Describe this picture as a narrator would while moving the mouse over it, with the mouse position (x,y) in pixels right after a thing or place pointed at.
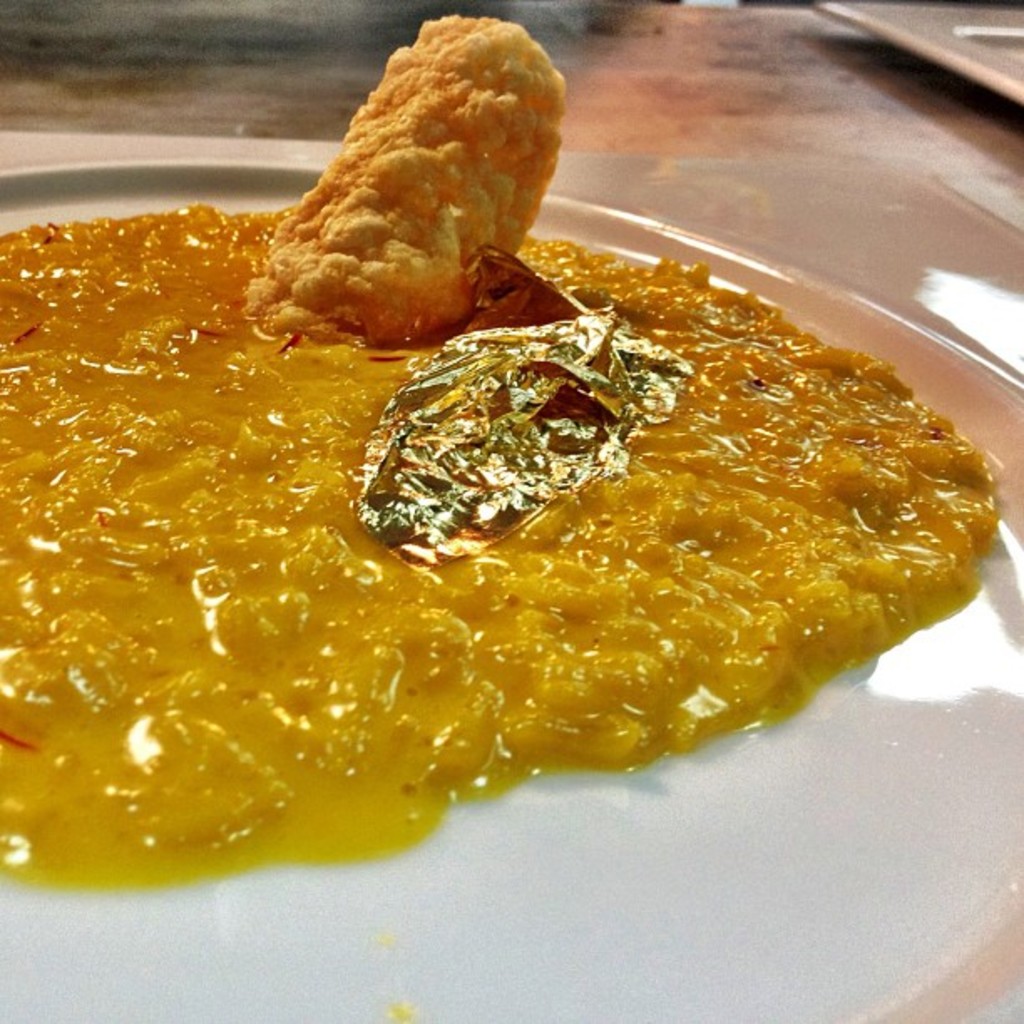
In this picture we can observe some food (341,304) placed in the white color plate (297,895). The food (297,403) is in yellow color. The plate (125,169) is placed on the table (174,96).
